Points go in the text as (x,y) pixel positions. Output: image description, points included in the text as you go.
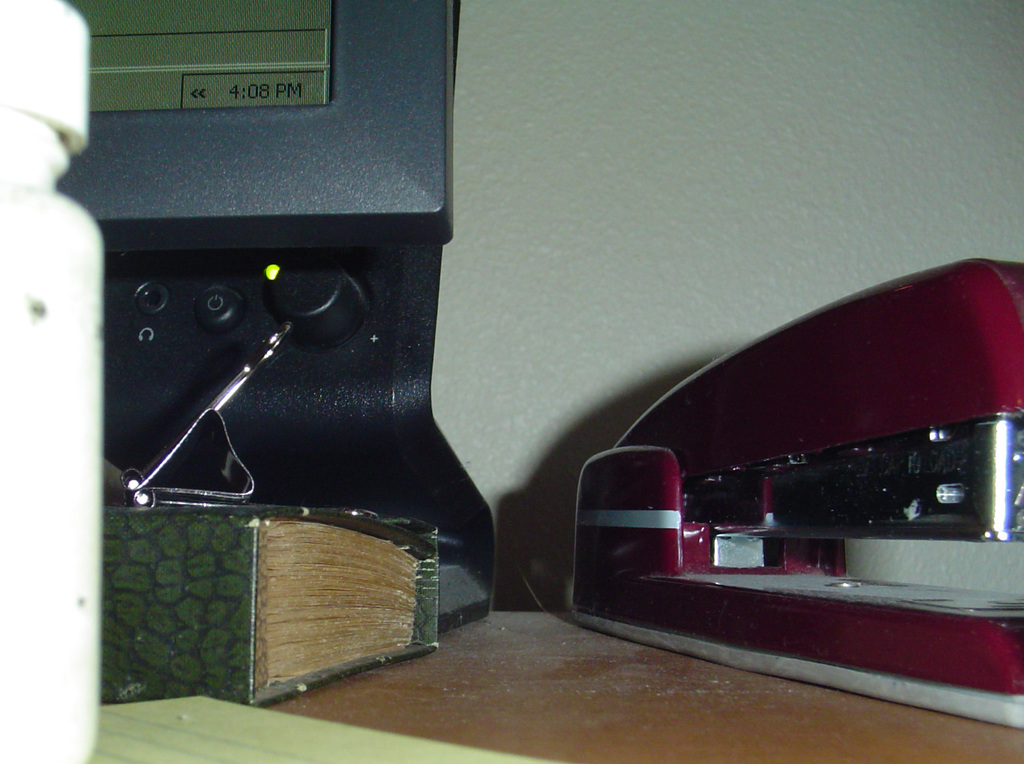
In this image there is a monitor (252,355), book (431,555) and other objects (678,516) placed on a table (384,707).
